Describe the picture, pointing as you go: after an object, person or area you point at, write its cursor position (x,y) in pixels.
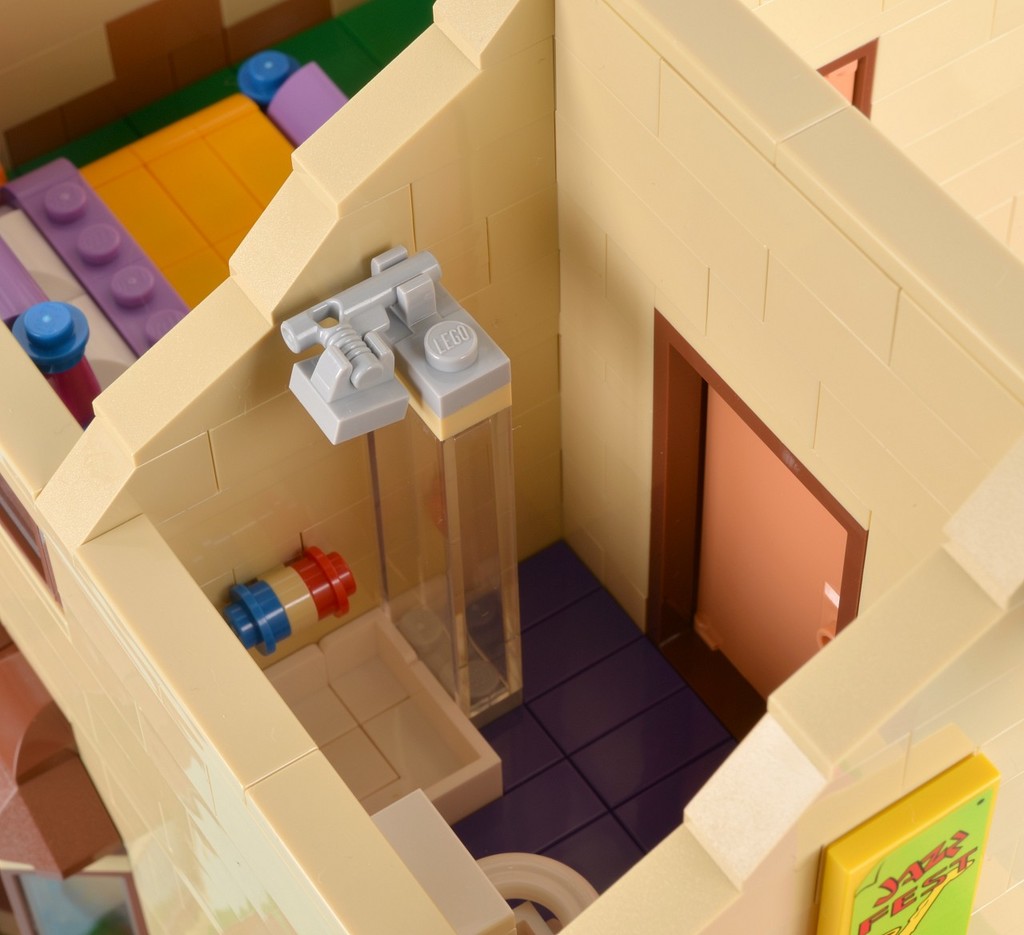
In this image in the center (447,499) there is toy house (449,270).
